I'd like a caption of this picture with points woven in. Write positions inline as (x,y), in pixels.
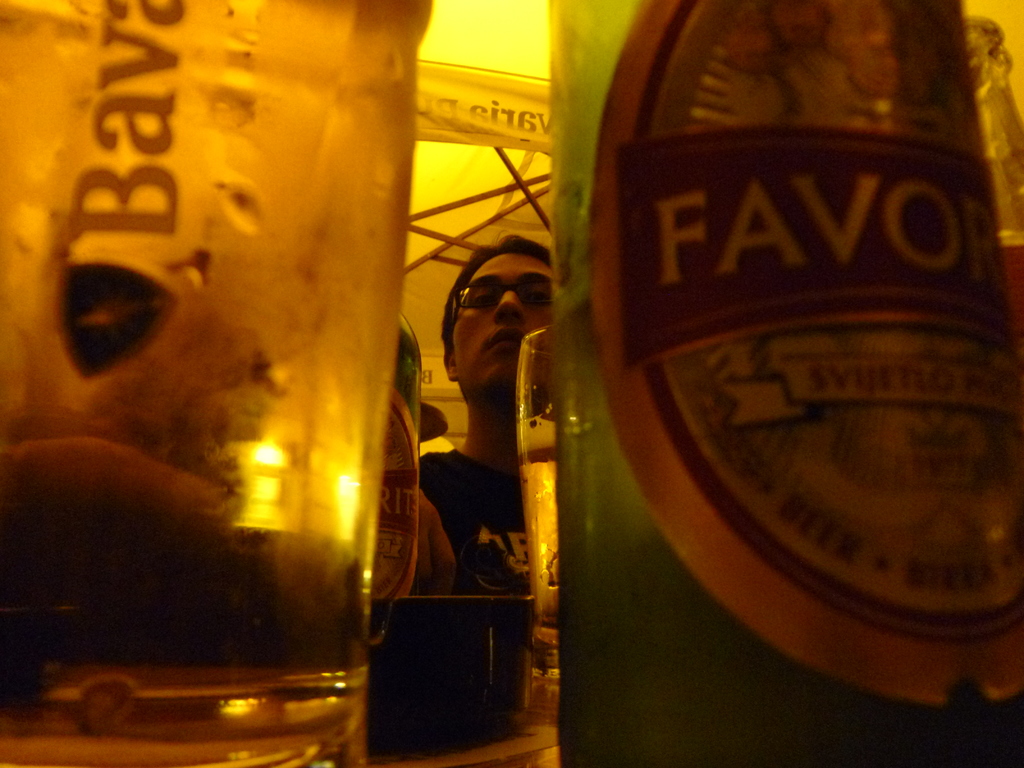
In this picture there are two glasses (124,628) and two bottles (623,455). There is a glass (319,364) towards the left (163,407) and there is a bottle (791,253) towards the right (802,191). In between them there is a man (499,560), he is wearing a black t shirt (481,528) and spectacles (550,290). In the top (500,115) there is a banner (486,96) and some text (460,99) written on it.
